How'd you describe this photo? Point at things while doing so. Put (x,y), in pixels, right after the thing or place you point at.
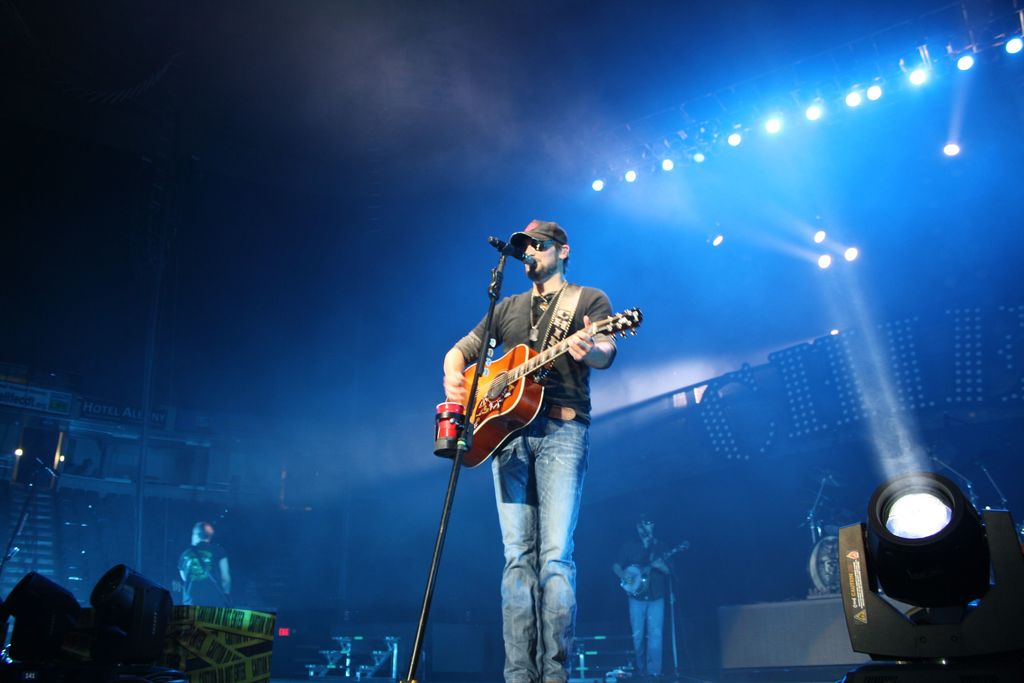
As we can see in the image there is a man (564,391) holding guitar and there is a mic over here.
